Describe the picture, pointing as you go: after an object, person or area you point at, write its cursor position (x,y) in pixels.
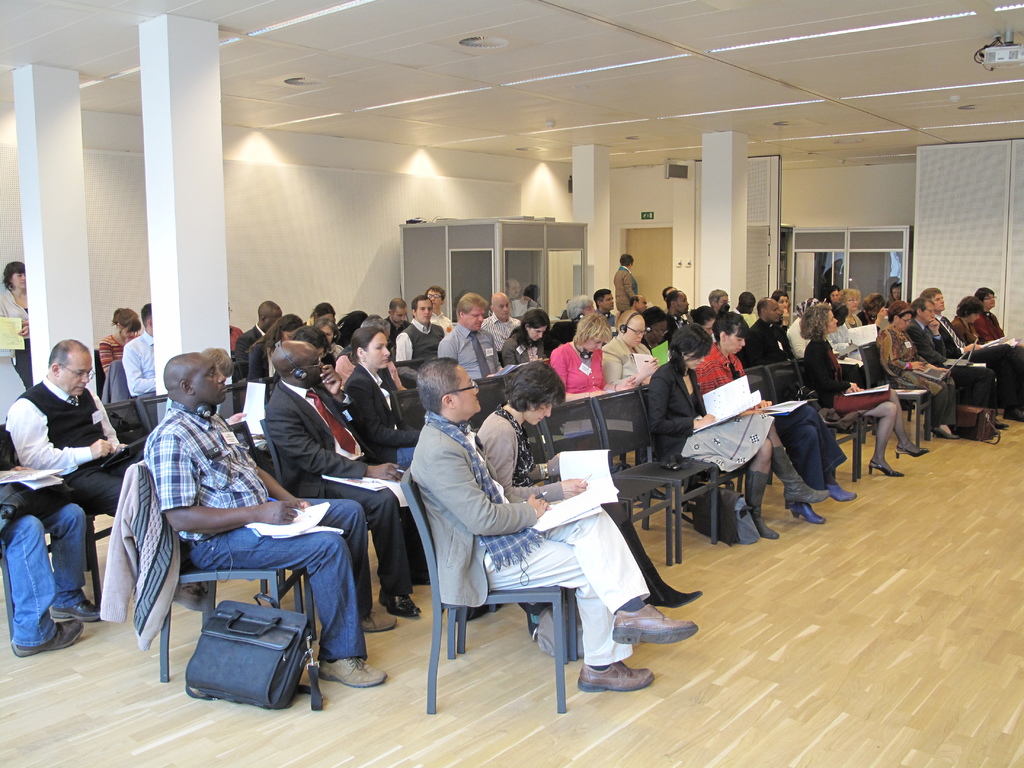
people (371,438) are seated on the chairs (453,625) in a room (741,338). they are holding a book (595,490) in their hand (567,488). in the 2 row there is a laptop bag (242,661) present on the floor (228,587). on the top right (990,54) there is projector (1018,54). there are 4 white pillars (171,211). at the back (20,303) there are 2 people (620,262) standing at the right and left of the room (18,283).
